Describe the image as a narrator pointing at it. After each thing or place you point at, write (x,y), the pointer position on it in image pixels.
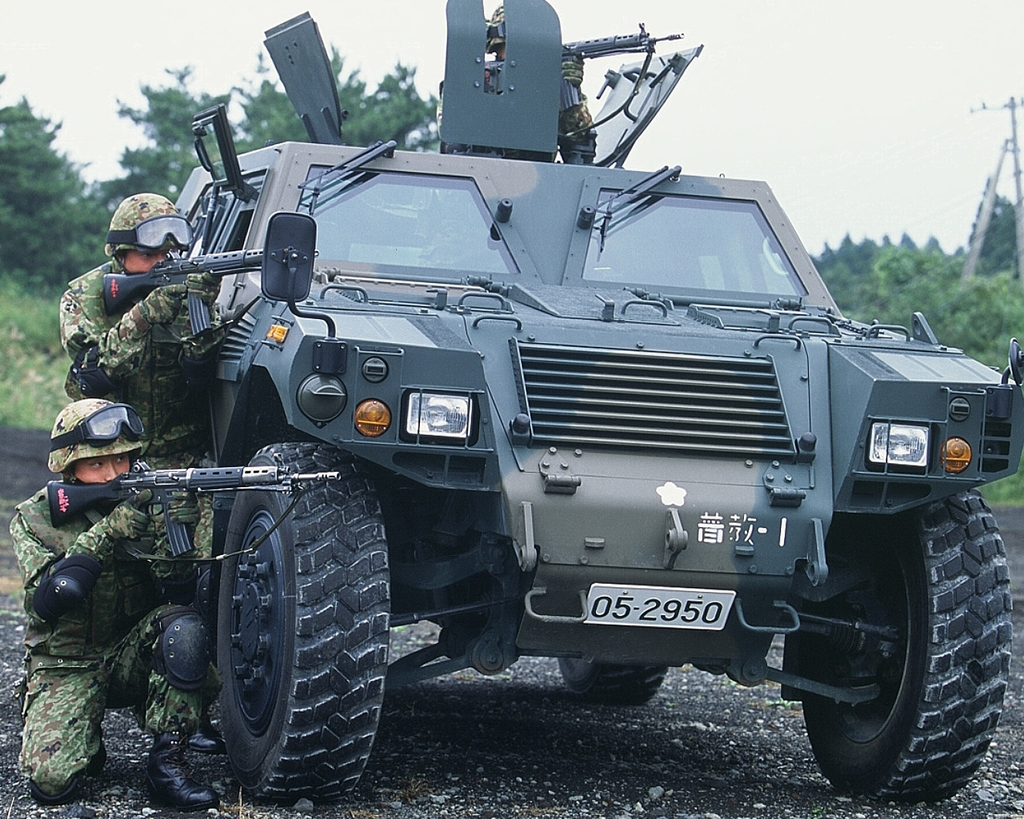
In the center of the image (480,302) there is a vehicle (590,560) on the road (594,711). On the left side of the image (167,579) we can see persons (189,575) at the vehicle (221,546). At the top of the vehicle (539,94) there is a person (578,74). In the background (987,153) we can see pole (973,267), trees (60,181) and sky (700,74).
